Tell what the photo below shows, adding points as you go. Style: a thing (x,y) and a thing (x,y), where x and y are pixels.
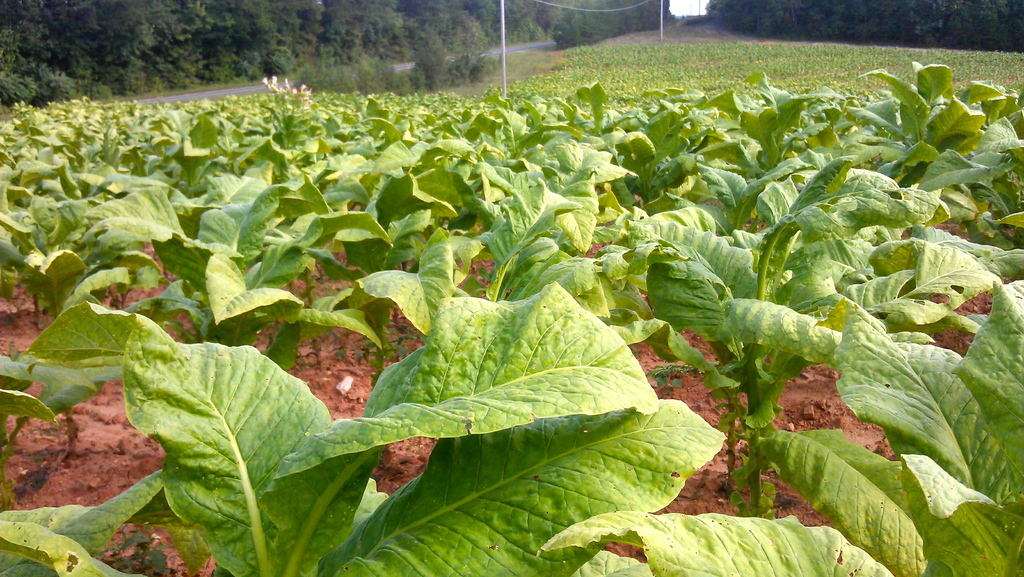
In this image I can see plants (391,126) and flowers (287,93). And there is a pole (502,20) with that, Pole (503,43) there is a thin wire (606,11) attached to that. And at back (122,63) side there are trees (160,71), Road (554,44) and a sky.
